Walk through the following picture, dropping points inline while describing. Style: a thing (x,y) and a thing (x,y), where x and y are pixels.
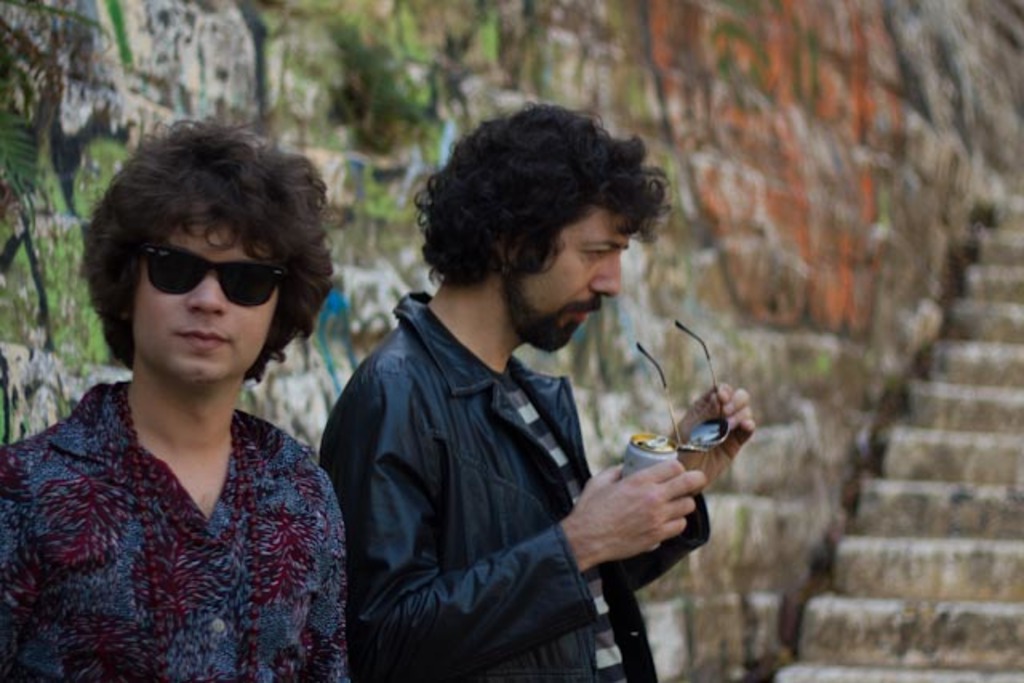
In this image there are two persons (443,473) standing. The person (158,528) in the left (267,279) is wearing sunglasses (250,281). Beside him a person (617,491) is holding a can (657,448) and sunglasses (719,398). In the background (710,145) there is wall (906,131). In the right (925,393) there are stairs (909,450).
